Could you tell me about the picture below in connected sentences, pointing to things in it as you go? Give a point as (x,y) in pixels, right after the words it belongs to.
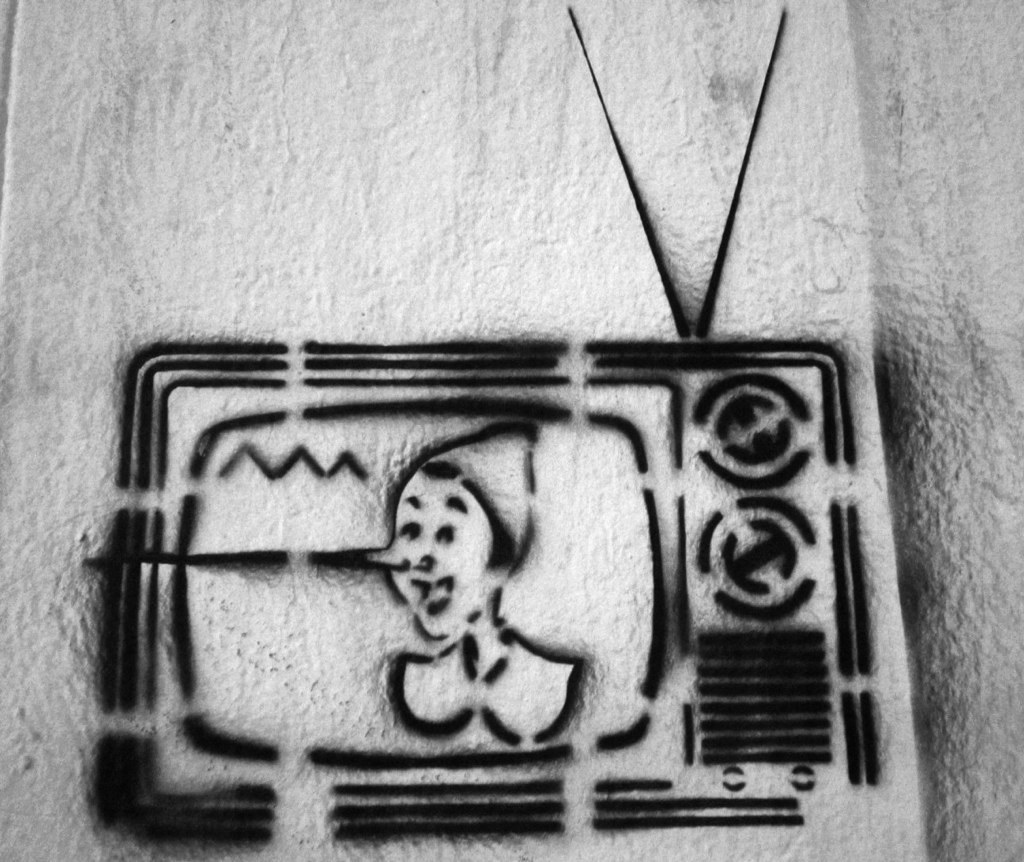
We can see drawing (753,543) of a television (647,345) and person (421,658) on a wall (360,186).
